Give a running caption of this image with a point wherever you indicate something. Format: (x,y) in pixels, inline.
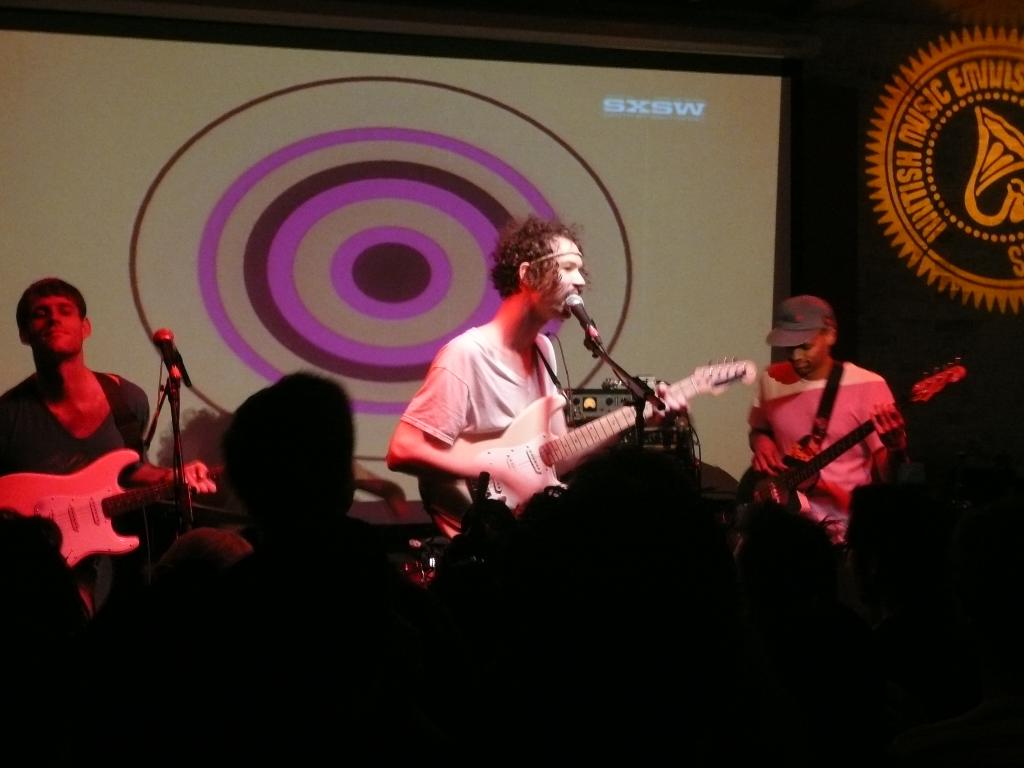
On the left (51,334) there is man (91,437) with guitar (86,546) in his hand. There is a mic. In the center (423,449) there is a man (443,406) singing a song. On the right (802,355) there is a man (819,387) wearing a cap (806,340). There is a crowd (988,673) listening to the music.
